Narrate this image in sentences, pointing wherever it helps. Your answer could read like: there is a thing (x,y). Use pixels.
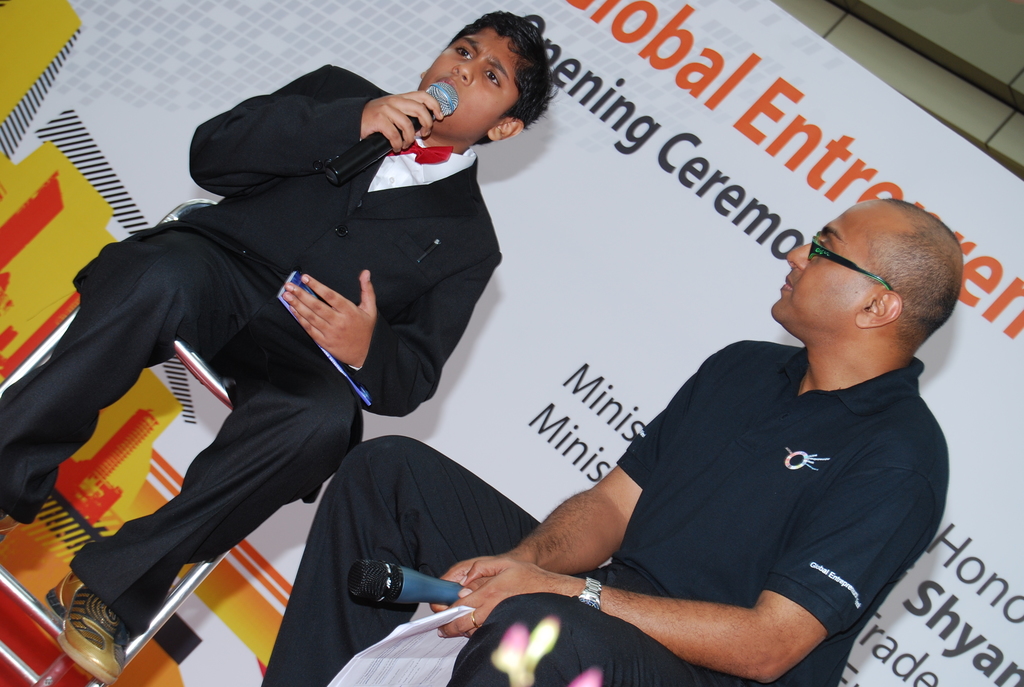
In this image I can see two persons (429,456) sitting on the chairs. The person (449,244) in front (389,216) wearing black blazer (399,192), white shirt (408,167) and holding a microphone (456,101). Background (672,320) I can see banner (712,305) in white color.
